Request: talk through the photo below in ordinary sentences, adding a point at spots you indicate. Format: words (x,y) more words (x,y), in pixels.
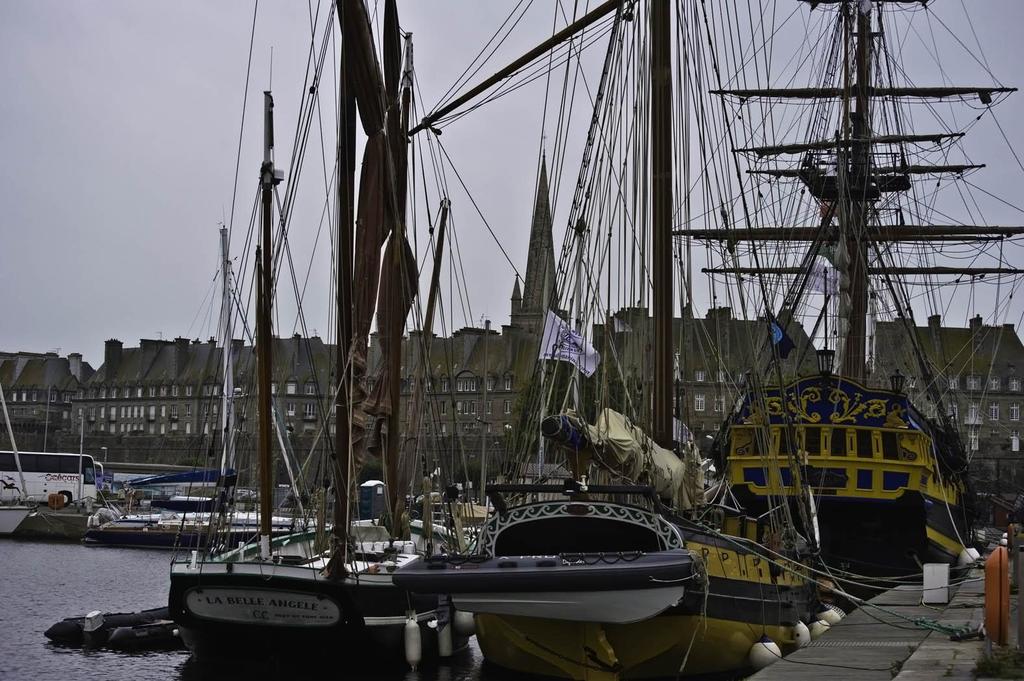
In this image there is the water (126,576). There are many boats (200,583) on the water (101,570). To the left (68,476) there is a bus (85,474). In the background (152,394) there are buildings (127,402). In the bottom right (930,592) there is a dock (848,642). At the top (183,111) there is the sky (331,94).
